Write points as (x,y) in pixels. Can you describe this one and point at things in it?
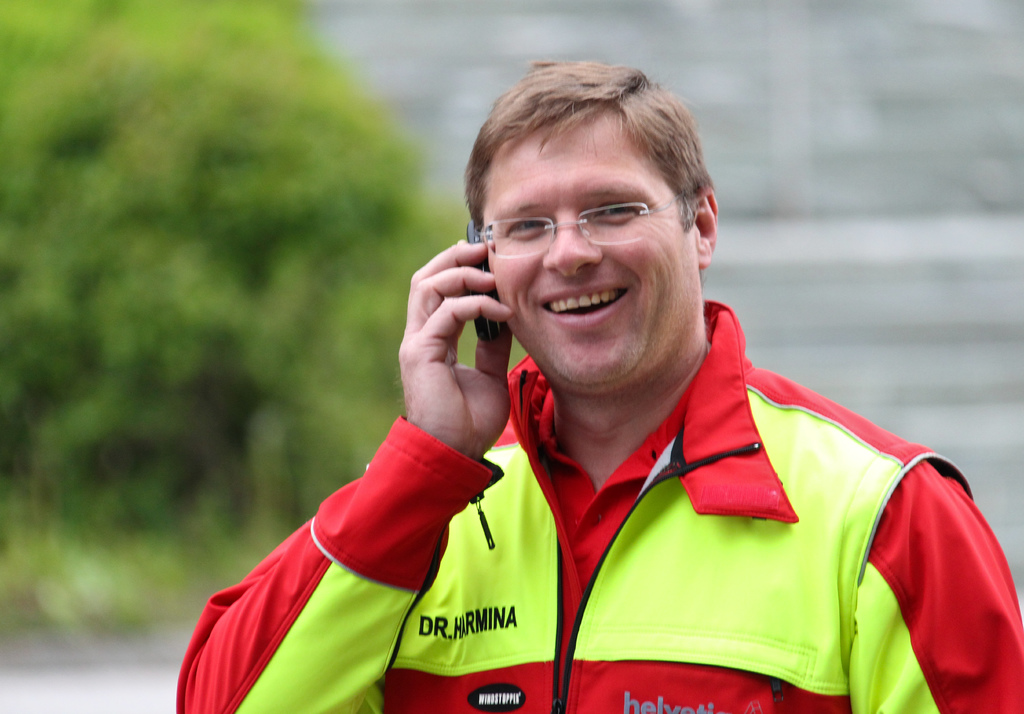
In this image we can see one man (588,634) with smiling face (629,348) wearing a spectacles (603,229) holding a mobile phone (480,335) and talking. There is one green tree (92,237) on the left side of the image (49,386) and the background (43,368) is blurred.
